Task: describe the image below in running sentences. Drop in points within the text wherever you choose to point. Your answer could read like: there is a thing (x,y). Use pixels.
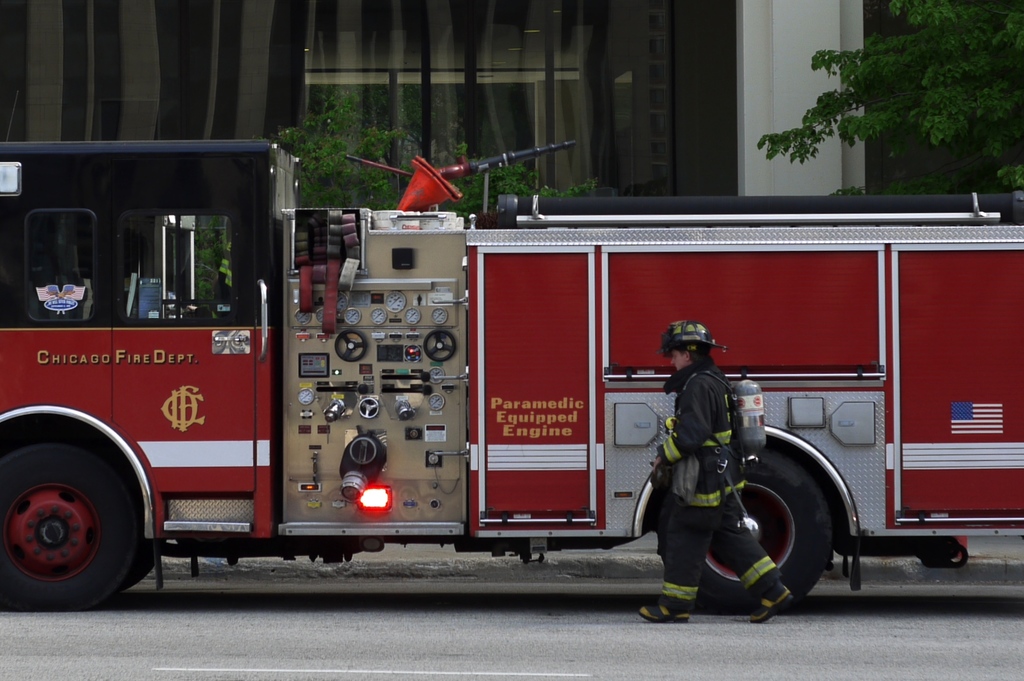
A person (682,387) is walking wearing a helmet (679,348) and carrying a cylinder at his back (723,405). There is a vehicle (329,270) at the back (992,277). Behind it there are trees (833,57) and a building (139,74).
